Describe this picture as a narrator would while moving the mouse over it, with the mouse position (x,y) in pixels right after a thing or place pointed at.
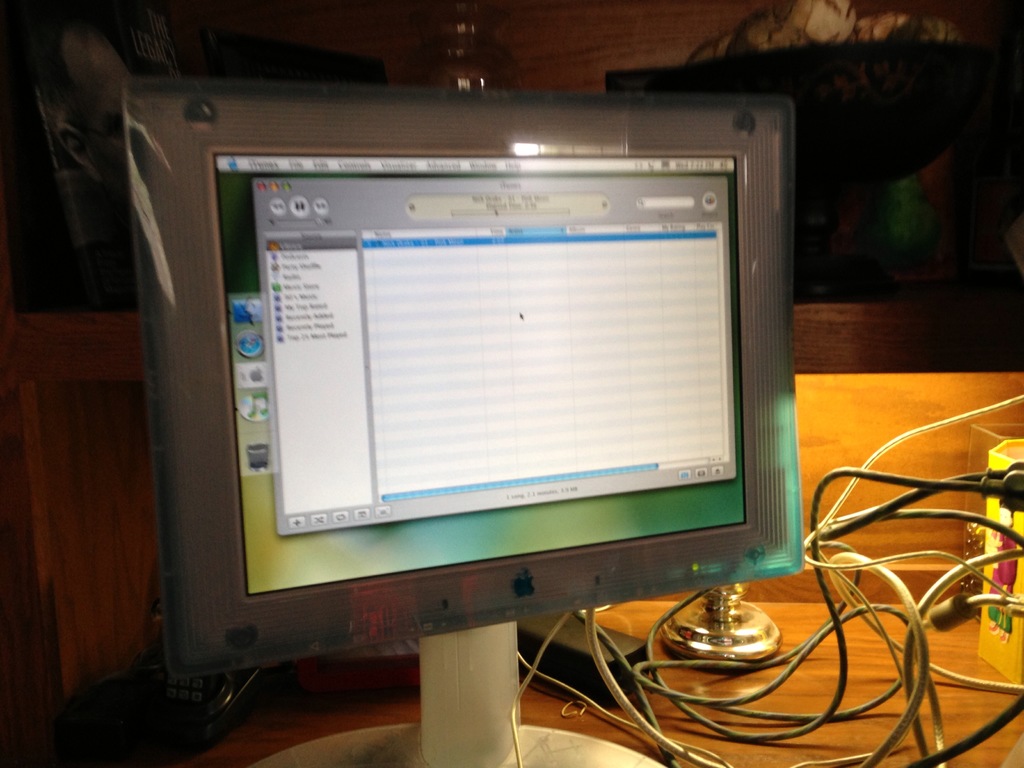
There is a monitor (522,554) and wires (630,671) on a table (787,632).
